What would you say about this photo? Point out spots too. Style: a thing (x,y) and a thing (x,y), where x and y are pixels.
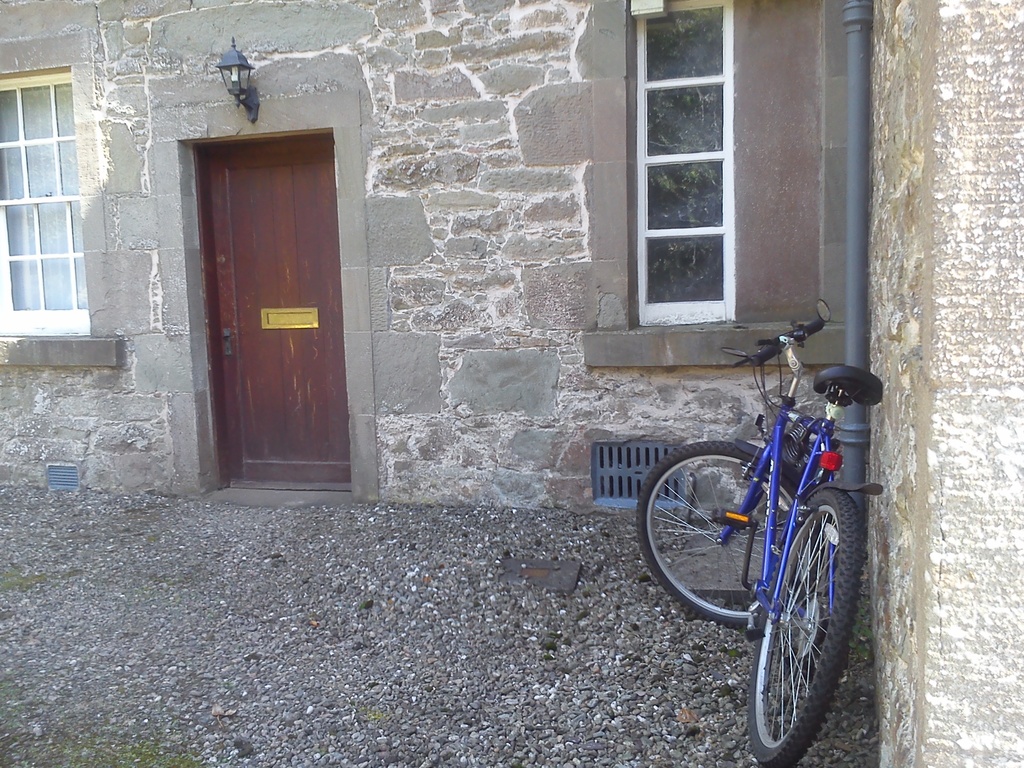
In this picture we can see a bicycle (775,515), beside to the pipe (860,292), and we can see a building (912,320), light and windows (654,254).
